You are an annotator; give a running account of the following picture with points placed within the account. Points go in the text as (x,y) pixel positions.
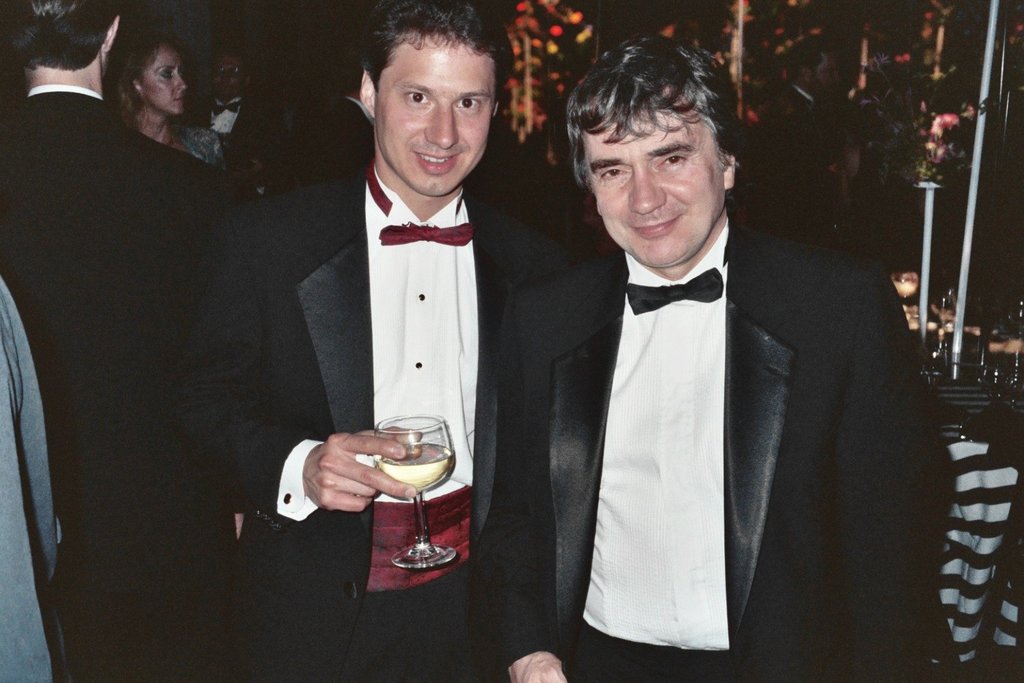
This picture shows few people (521,300) standing and we see couple of men (380,222) wore black color coats (489,258) and bow ties (634,292) to their necks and we see a man (383,501) holding a glass (378,455) in his hand (334,497) and we see a table (984,394) with glasses (987,373) on it on the side.
